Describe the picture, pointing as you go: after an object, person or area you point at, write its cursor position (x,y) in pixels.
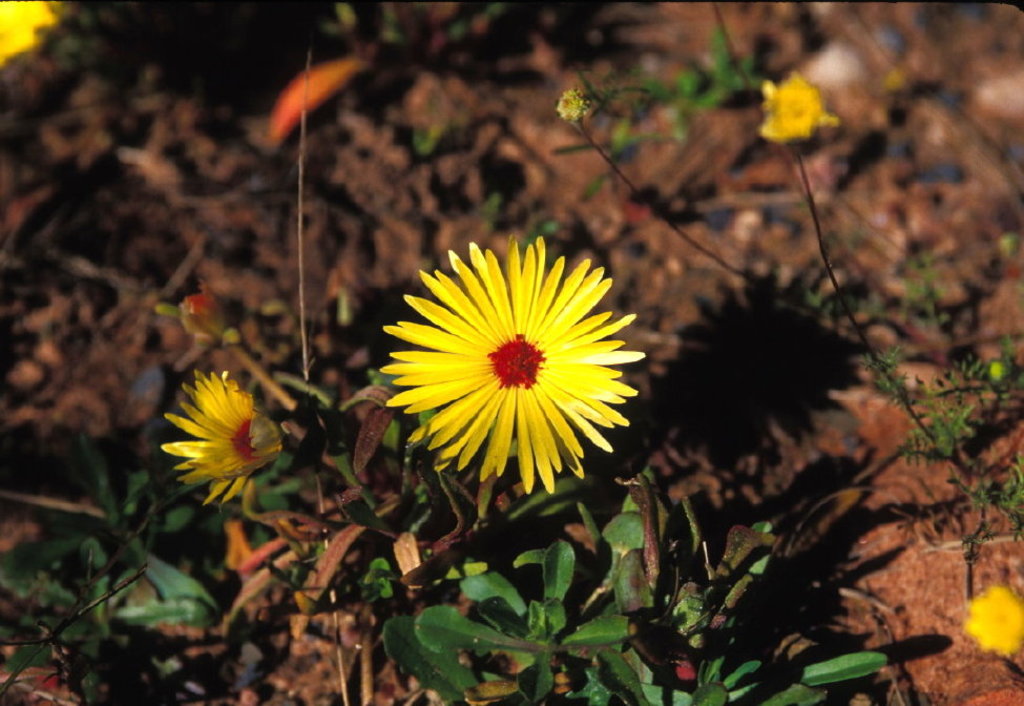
There are plants (914,436), which are having yellow color flowers (485,397) on the ground (916,536), on which, there are some objects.
